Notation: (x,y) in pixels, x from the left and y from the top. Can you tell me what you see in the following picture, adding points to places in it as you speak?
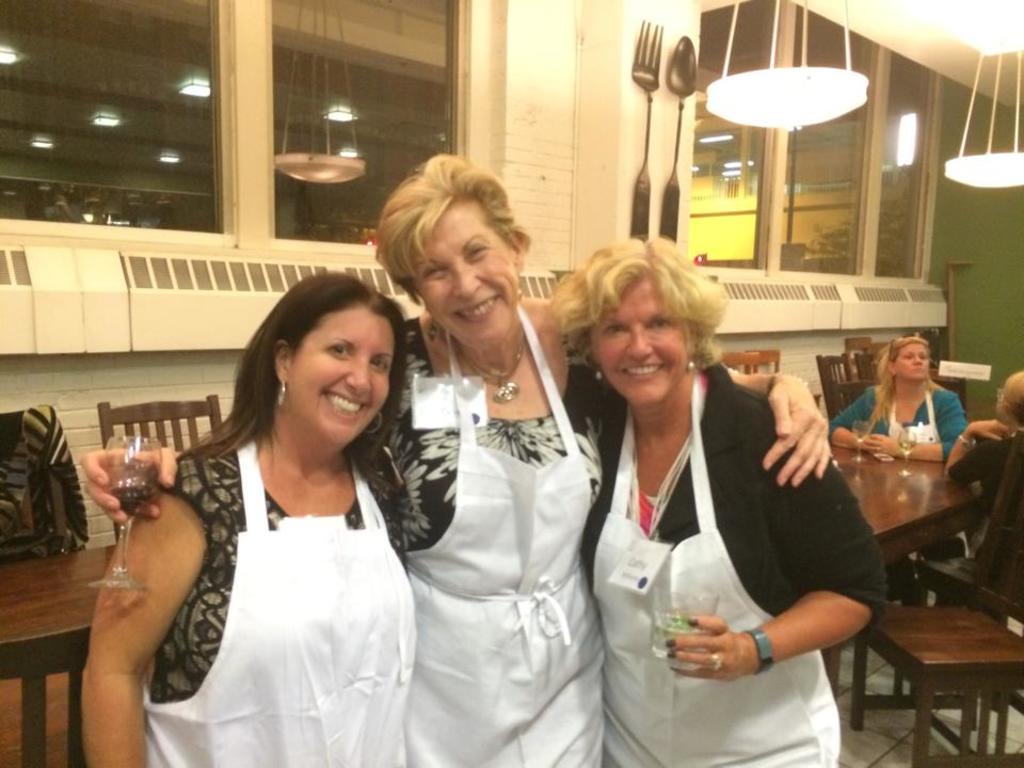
In this image we can see people (544,631) standing on the floor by holding beverage tumblers (672,600) in their hands (693,643). In the background (925,403) there are people (928,386) sitting on the chairs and tables (934,481) are placed in front of them. On the tables (860,468) there are glass tumblers (856,432). In addition to this we can see electric lights (788,97), decors (648,166) and walls (561,123).
